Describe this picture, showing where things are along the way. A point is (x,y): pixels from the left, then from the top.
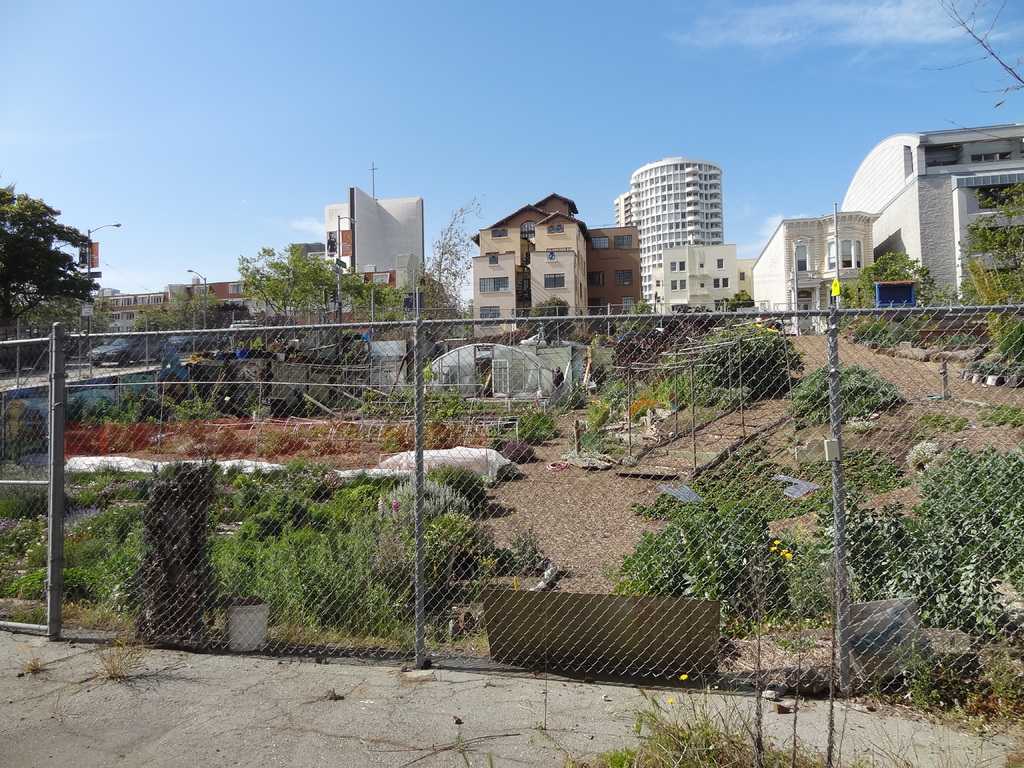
In this picture there is a fencing net (450,585) in the front side (363,323). Behind there are some small plants (602,340). In the background (596,294) we can see the shed houses (596,266) and a white color building (643,216) with many windows (657,208).
